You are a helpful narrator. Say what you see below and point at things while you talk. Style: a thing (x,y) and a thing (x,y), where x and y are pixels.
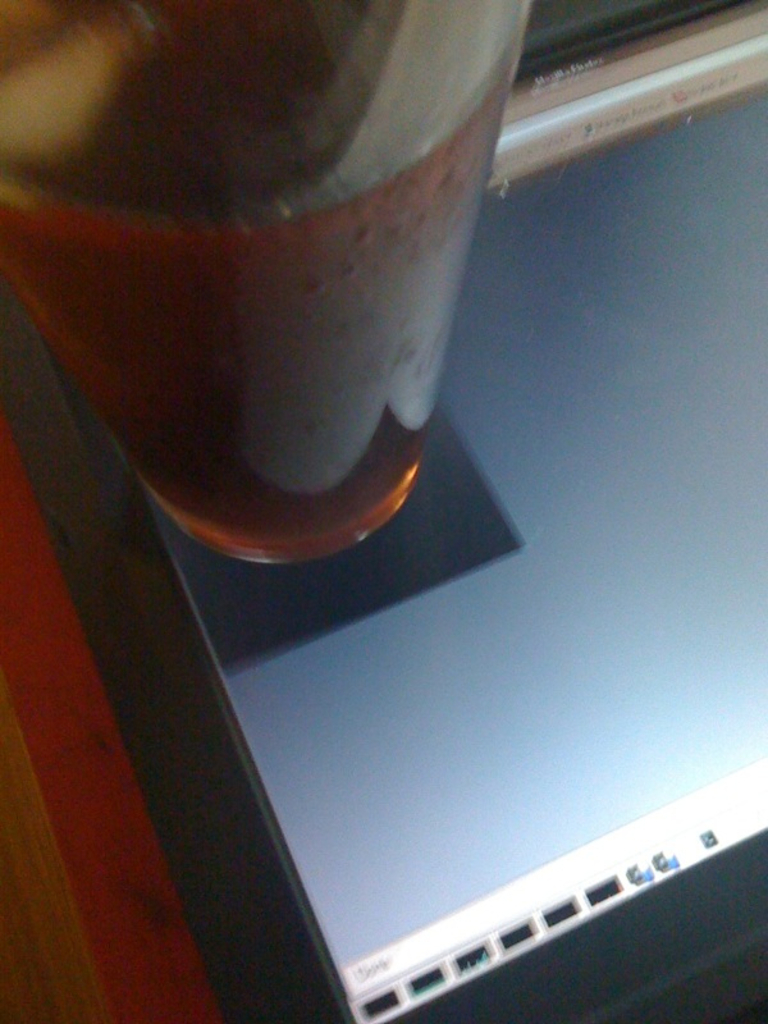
In this image we can see a glass (260,282) and a screen (563,375) of a laptop (495,500).
